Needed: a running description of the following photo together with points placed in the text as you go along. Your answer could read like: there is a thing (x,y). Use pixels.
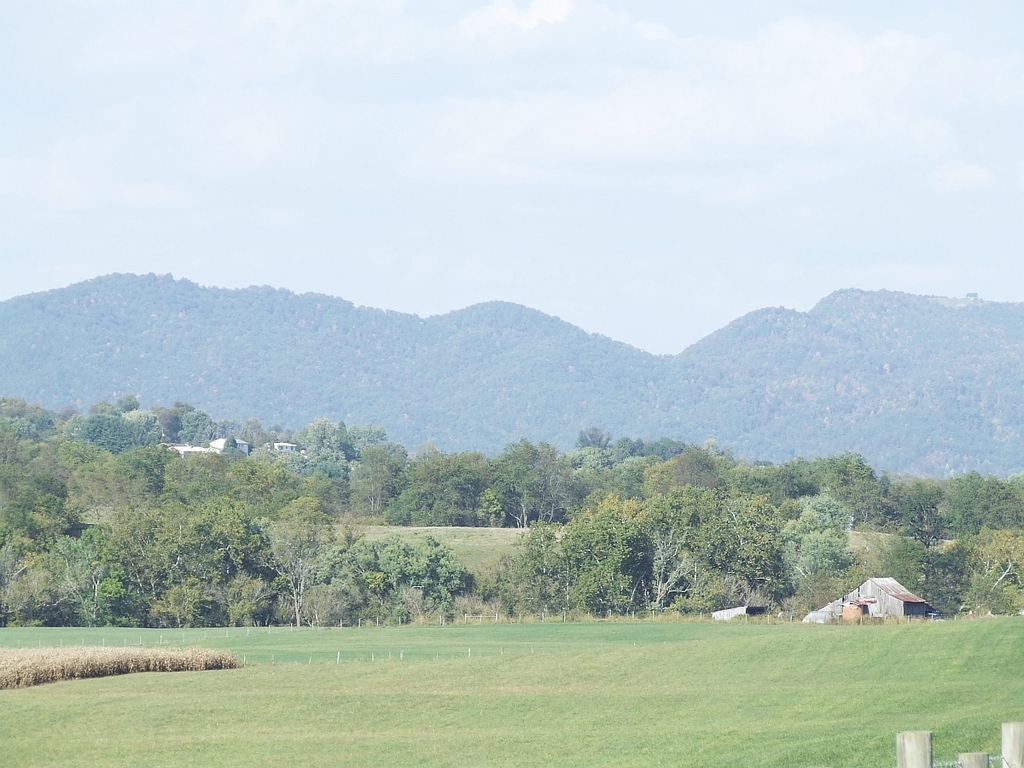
In this picture the ground (561,697) is greenery (556,735) and there are trees (572,507) and mountains (642,394) in the background (677,415) and the sky (547,165) is cloudy.
